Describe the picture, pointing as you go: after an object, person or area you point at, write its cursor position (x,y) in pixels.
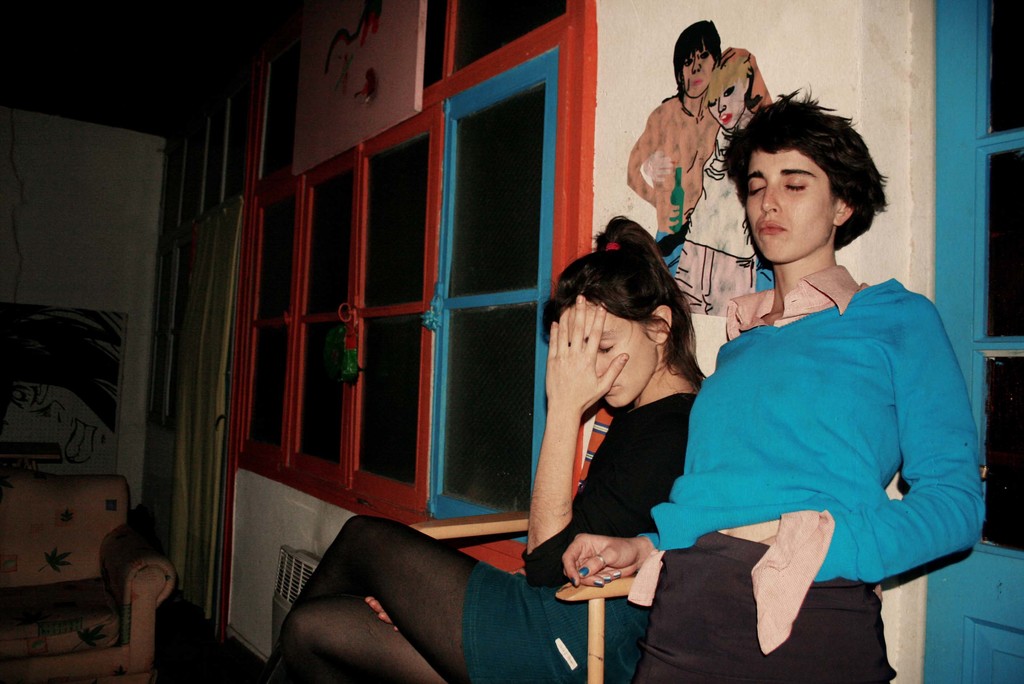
In the image there are two women (700,431) they are giving different poses, behind the women (605,273) there is a wall (631,102) and beside the wall (268,486) there are many windows (296,252), on the left side (78,520) there is a sofa (80,604) and in the background (63,163) there is a white color wall (104,306).
